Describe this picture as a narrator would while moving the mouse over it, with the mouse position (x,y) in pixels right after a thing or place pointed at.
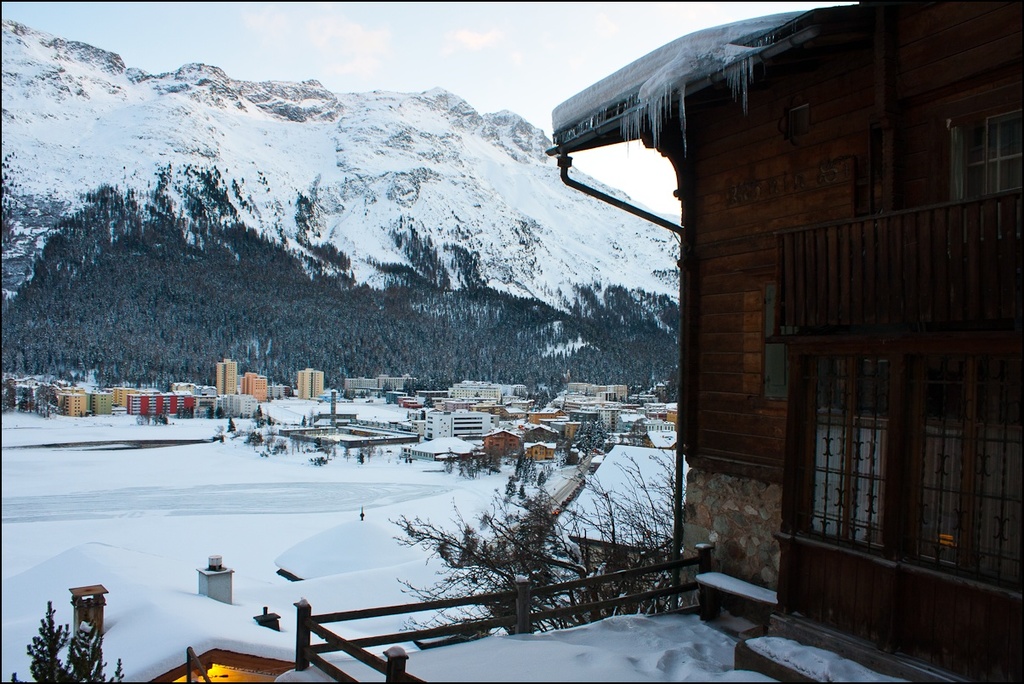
In this picture we can see houses (423,454), buildings (321,386), trees (107,369) and snow (194,464). Behind the buildings (310,384) there is a snowy hill (344,193) and the sky (470,52).
